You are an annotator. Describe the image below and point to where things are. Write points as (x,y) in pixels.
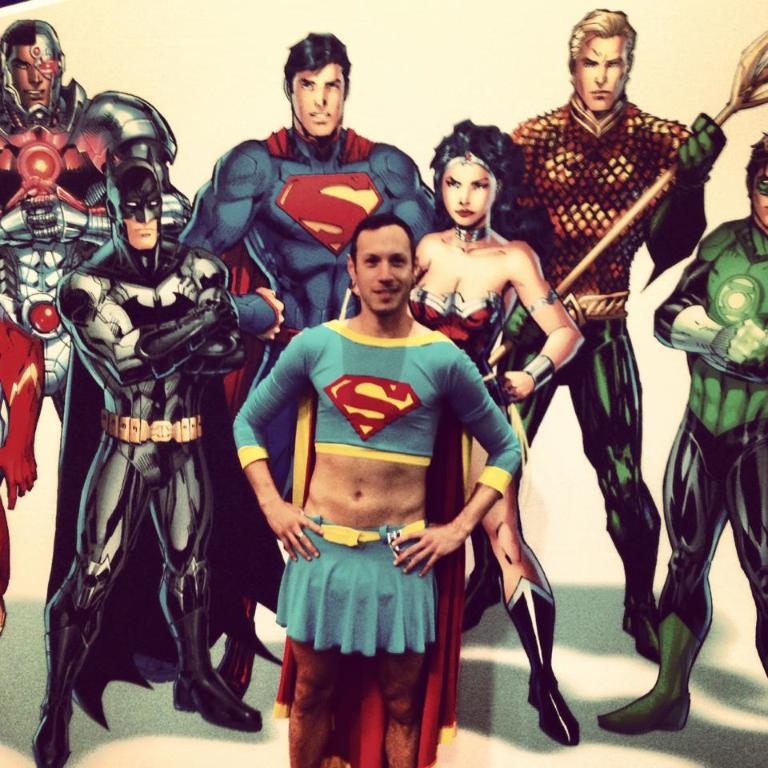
Here I can see a person (365,463) wearing costume (348,559), standing, smiling and giving pose for the picture. In the background (124,263), I can see few cartoon images (117,487) of persons (273,214) wearing different costumes (159,447). The background (521,67) is in white color.
